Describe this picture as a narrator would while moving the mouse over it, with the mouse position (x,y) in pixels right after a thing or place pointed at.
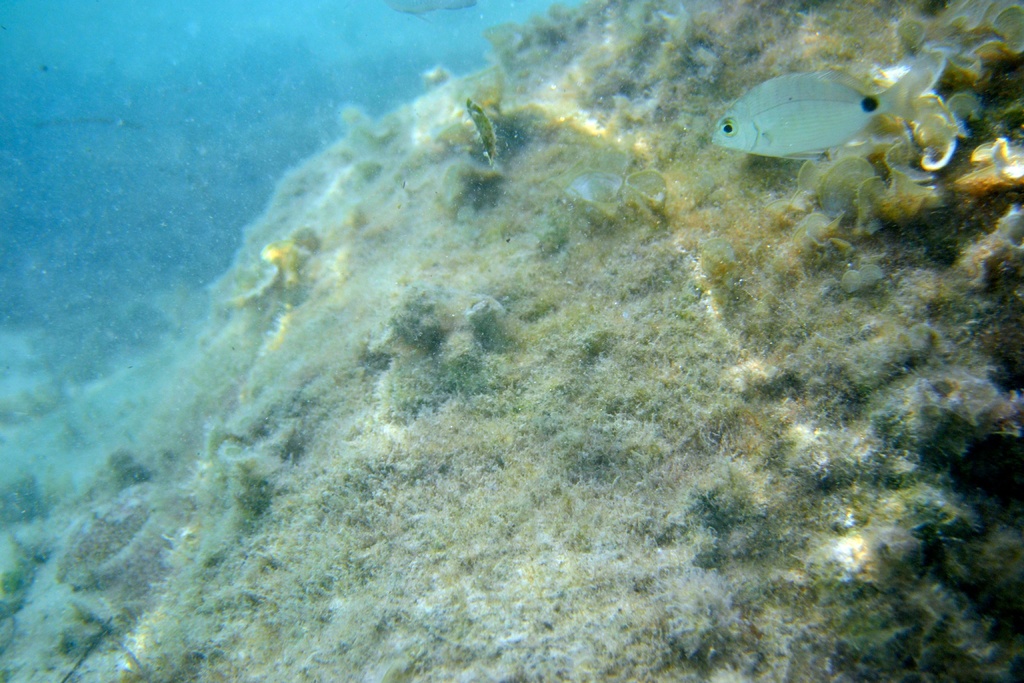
In this image we can see a fish (913,105) in the water (15,191). Here we can see the marine plants (354,378). This part of the image is in blue color.
